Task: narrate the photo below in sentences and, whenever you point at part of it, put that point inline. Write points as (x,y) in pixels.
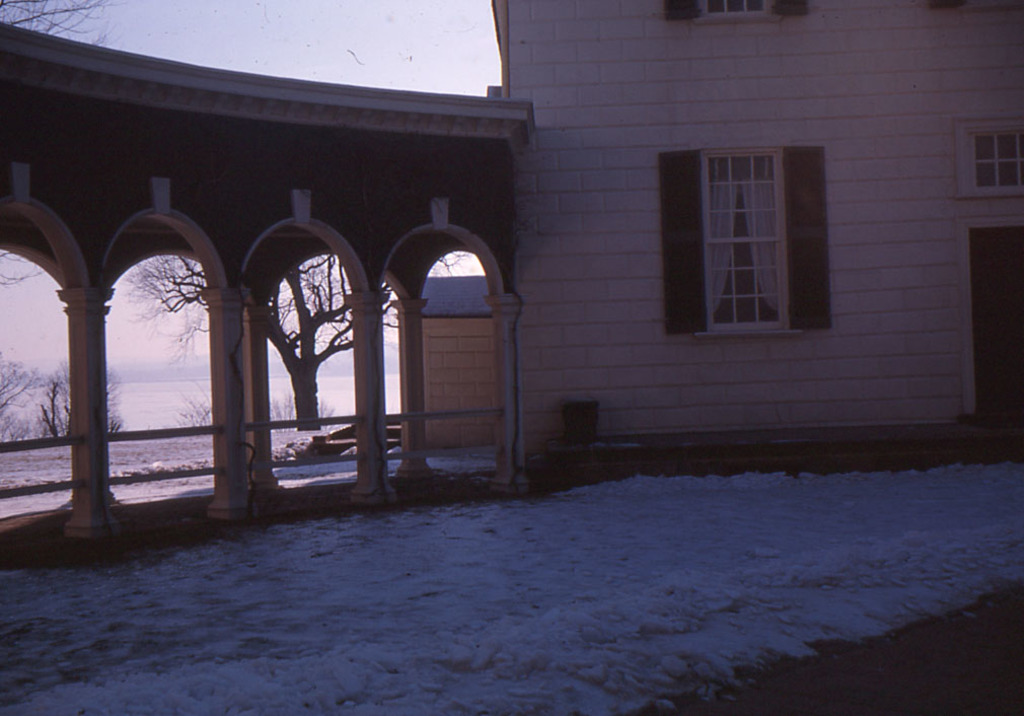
In this image I can see the buildings (505,168) with windows (729,256) and the pillars (226,406). In the background (163,414) I can see the trees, water (177,412) and the sky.
